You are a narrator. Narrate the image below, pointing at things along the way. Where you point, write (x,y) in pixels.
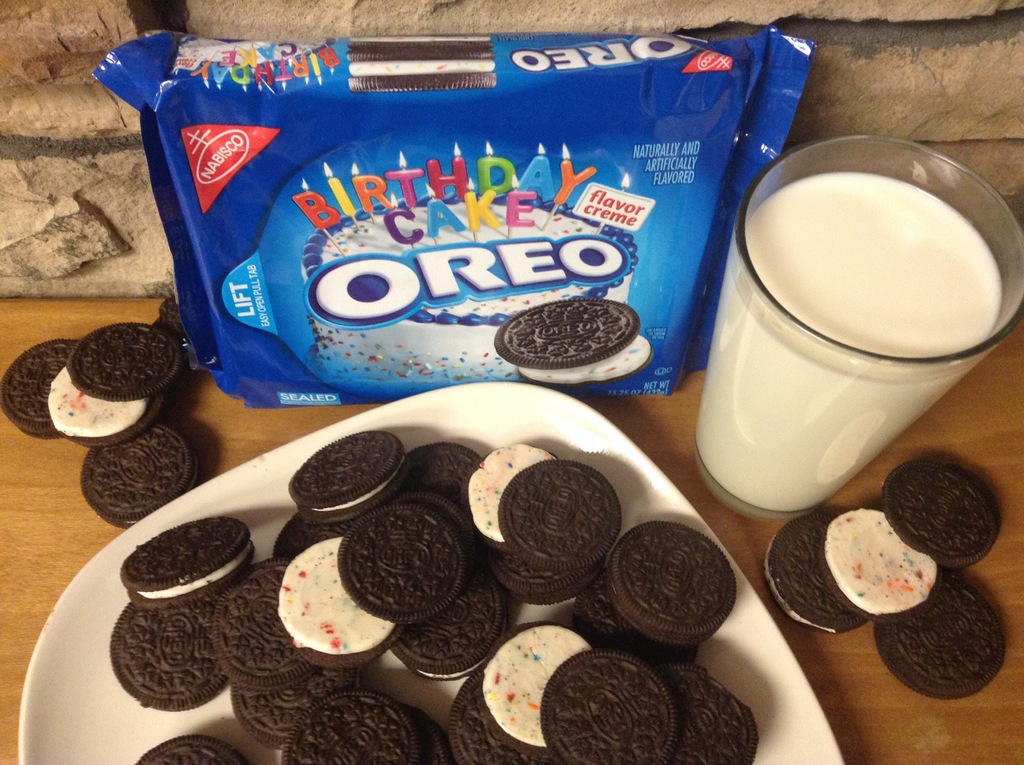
In this image we can see some biscuits (406,623) in a plate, a glass (749,495) of milk (770,485) and a cover (336,372) which are placed on the table (231,446). We can also see some biscuits (140,420) on a table (34,339). On the top of the image (139,218) we can see a wall (98,250).
